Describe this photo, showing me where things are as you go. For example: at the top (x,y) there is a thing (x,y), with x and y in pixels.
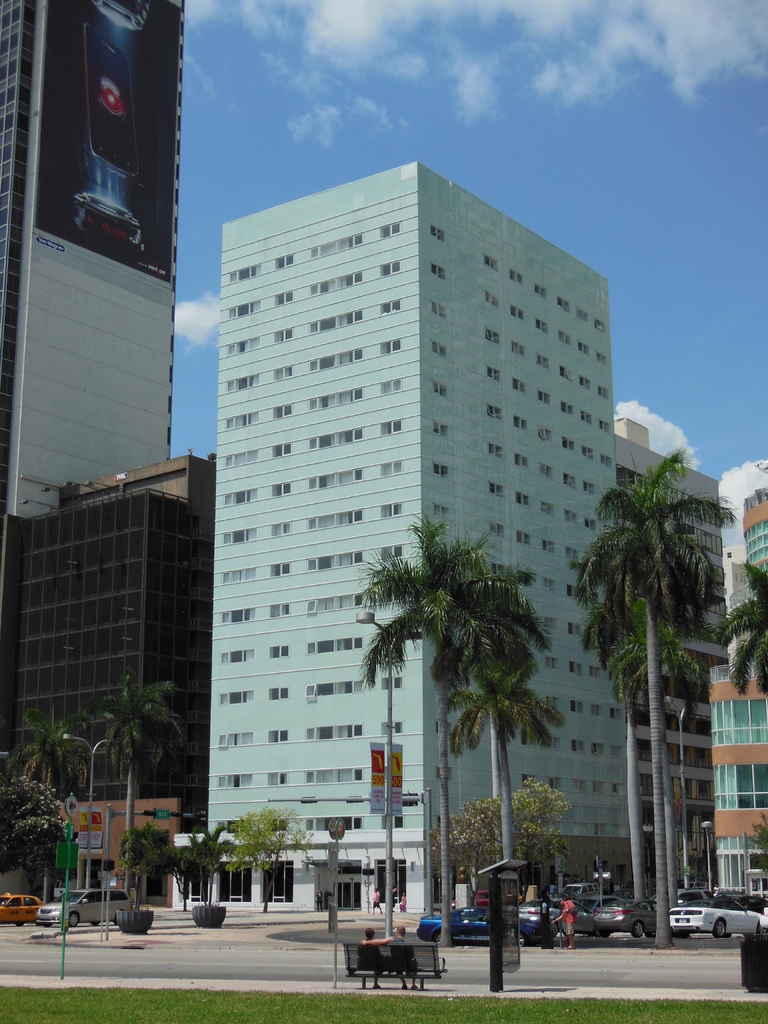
In this image we can see road (229,948). There are vehicles (711,912). Also there are trees (192,874). And there are pots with plants (133,884). There is a bench (399,955). On the bench (380,955) there are two persons (384,943) sitting. At the bottom (192,1006) there is grass (481,1013). In the background (224,580) there are buildings (120,619). Also there is sky (460,70) with clouds (331,118). On the building (78,336) there is a banner (89,136).
